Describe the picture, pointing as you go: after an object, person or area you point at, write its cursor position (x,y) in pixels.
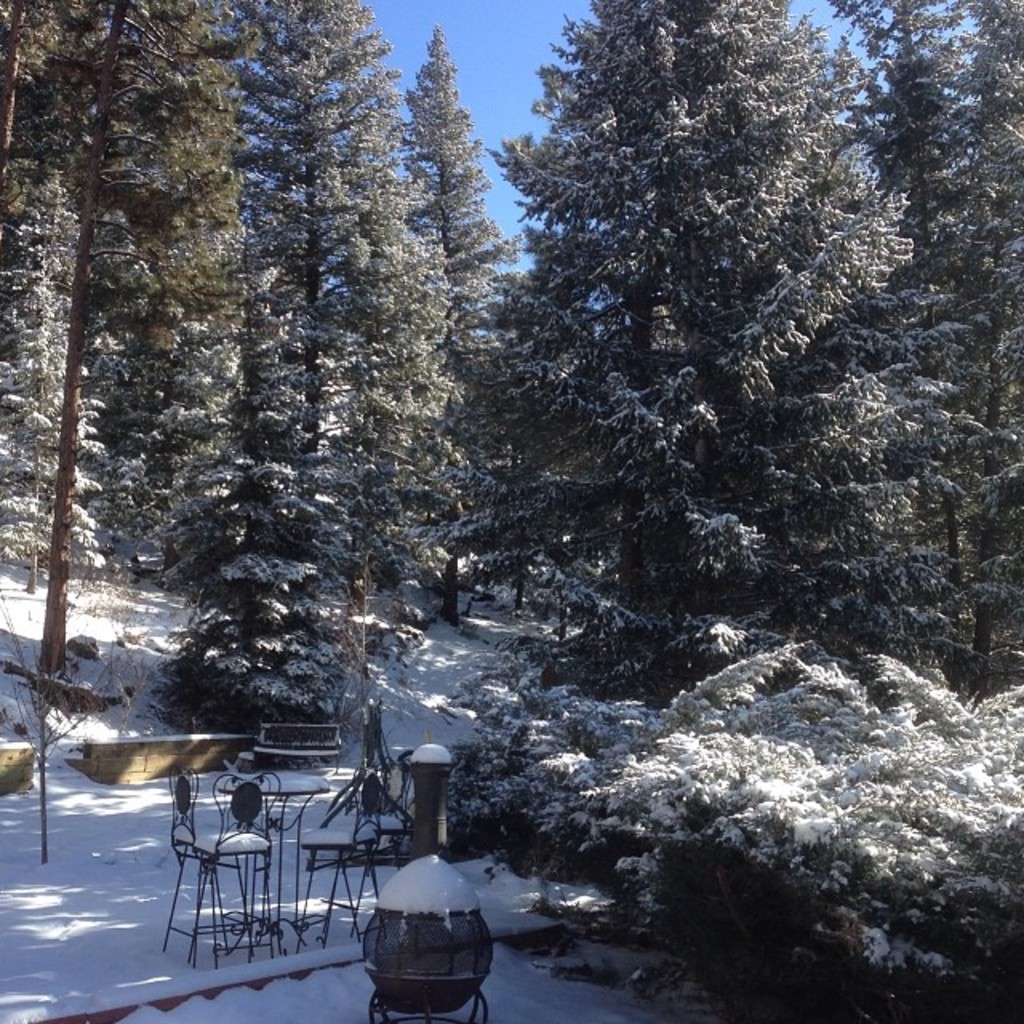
At the down side there are chairs (213,864), table (298,846) with the snow (298,776), these are the trees (668,356). At the top (520,75) it is the sky (492,47).
